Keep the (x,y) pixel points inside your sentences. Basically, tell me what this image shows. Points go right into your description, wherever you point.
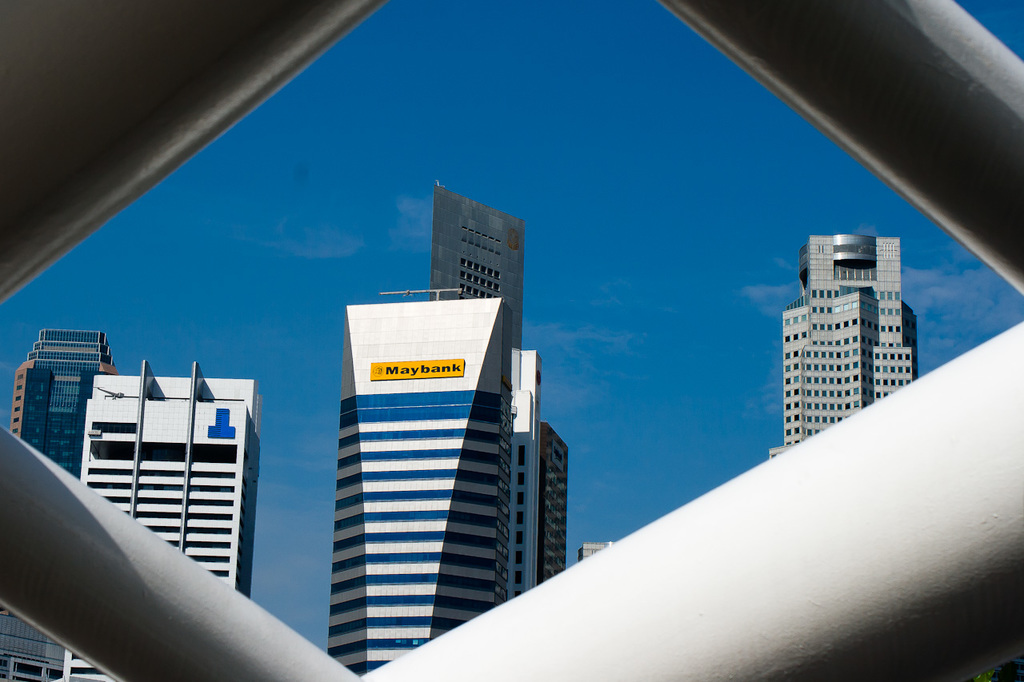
In the image we can see there are iron rods (785,481) and behind there are buildings (46,398). There is clear sky (398,150).
